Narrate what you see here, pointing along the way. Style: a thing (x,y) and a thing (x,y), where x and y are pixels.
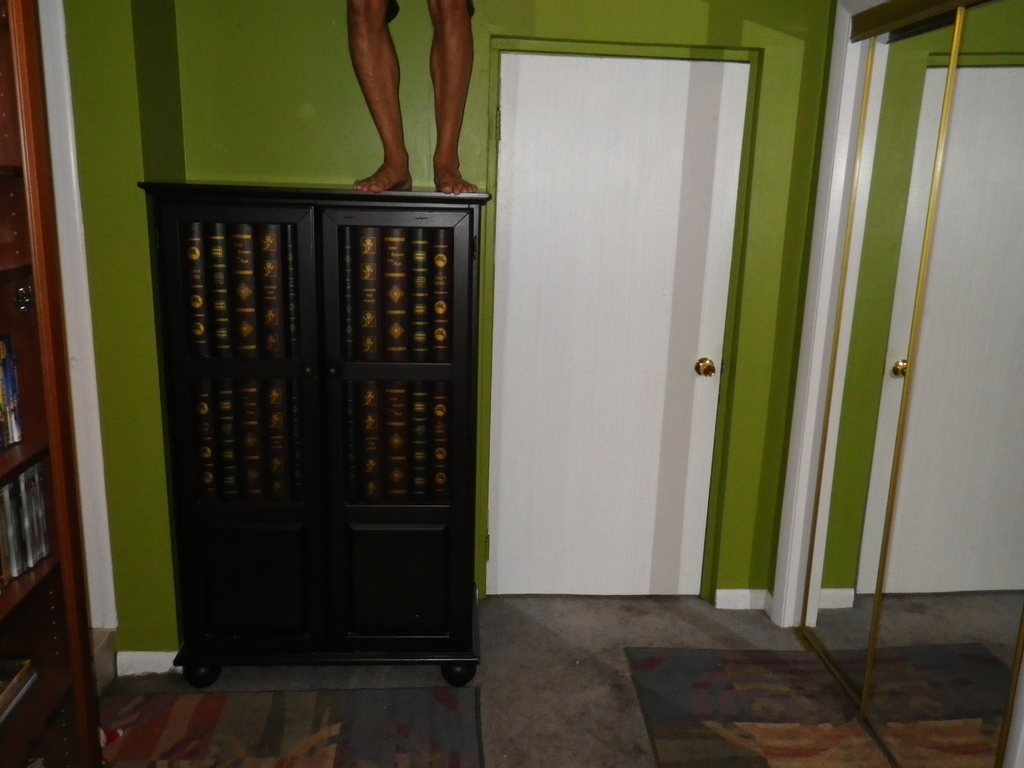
On the left side of the image (210,630) we can see a cupboard (252,567) on which a person (377,55) is standing. In the middle of the image (588,480) we can see a door (582,330) and a wall (774,13) which is green in color. On the right side of the image (872,292) we can see a mirror (953,622).
